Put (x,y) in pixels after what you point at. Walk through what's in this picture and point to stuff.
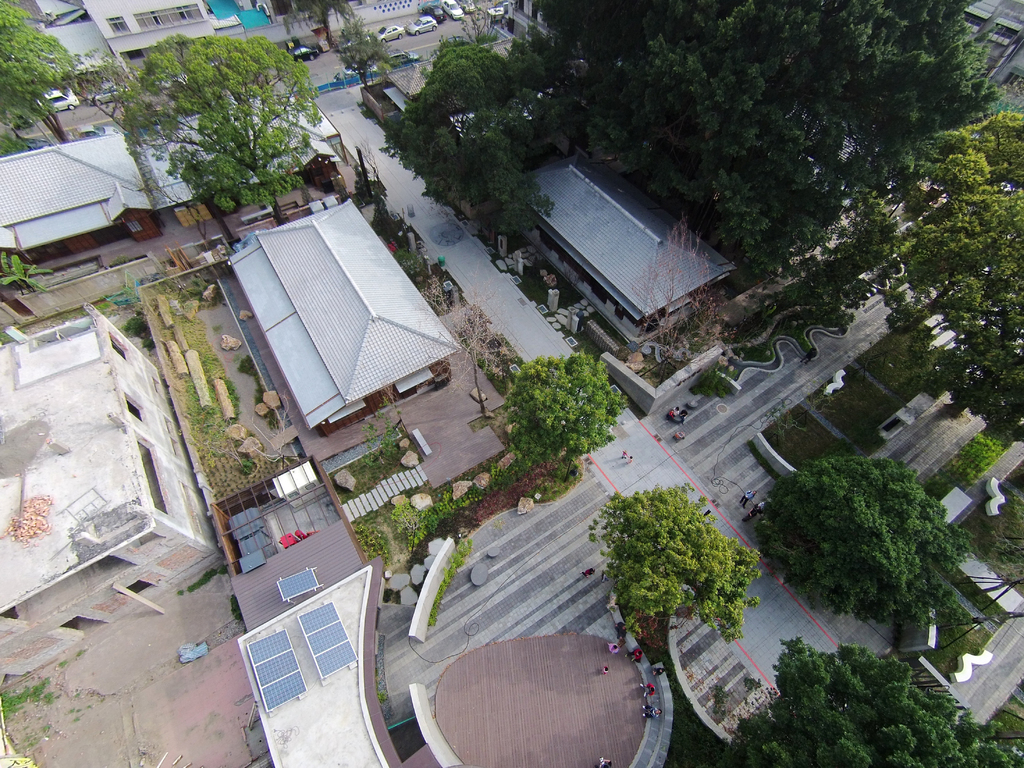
This is a top view of a city (512,375). In this image there are buildings (448,363), trees (492,368) and few vehicles (412,30) are on the road (397,23).
